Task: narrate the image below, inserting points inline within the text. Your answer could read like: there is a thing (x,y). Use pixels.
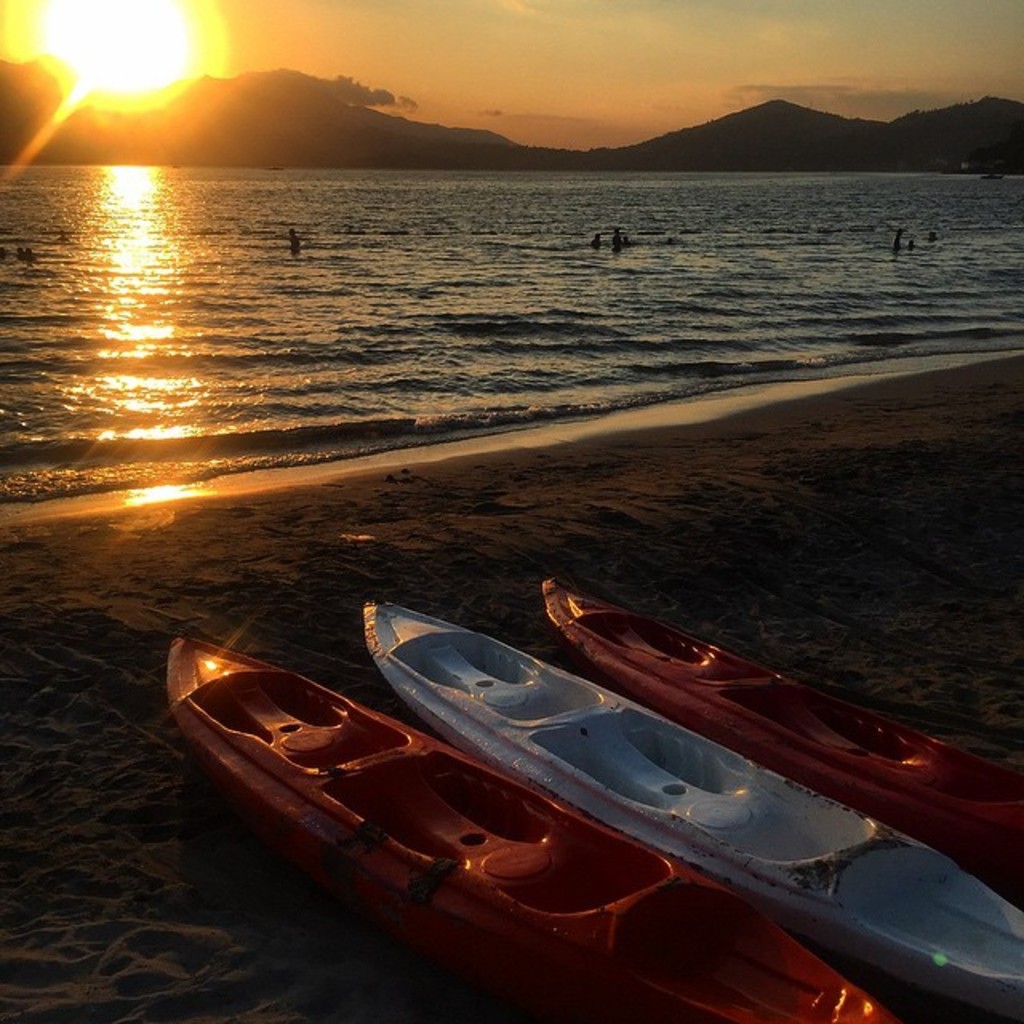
In the picture we can see a sand surface (959,609), on it we can see some boats (898,901) which are red and white in color and near to it there is a water (955,268) and in the background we can see some hills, sky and sunshine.
